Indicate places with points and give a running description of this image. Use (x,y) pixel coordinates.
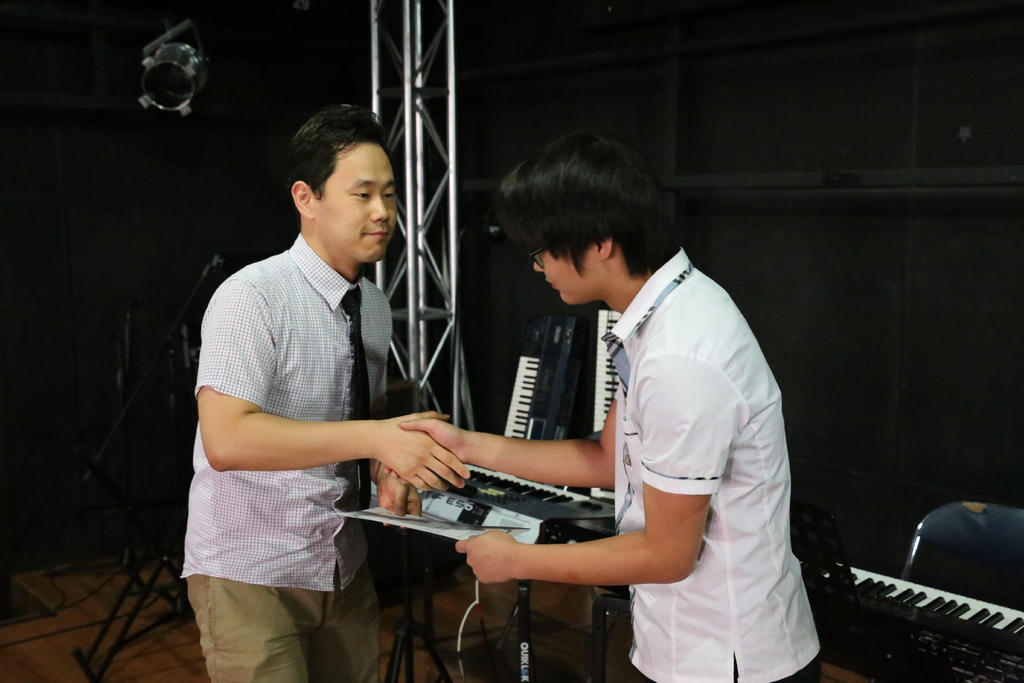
In this image there are two men (764,459) standing on the floor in the middle of the image (659,394). In the right side of the image (948,529) there is a keyboard (970,601) and an empty chair (969,542). In the left side of the image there is a microphone stand (149,590). In the bottom of the image (43,626) there is a floor (619,660).
